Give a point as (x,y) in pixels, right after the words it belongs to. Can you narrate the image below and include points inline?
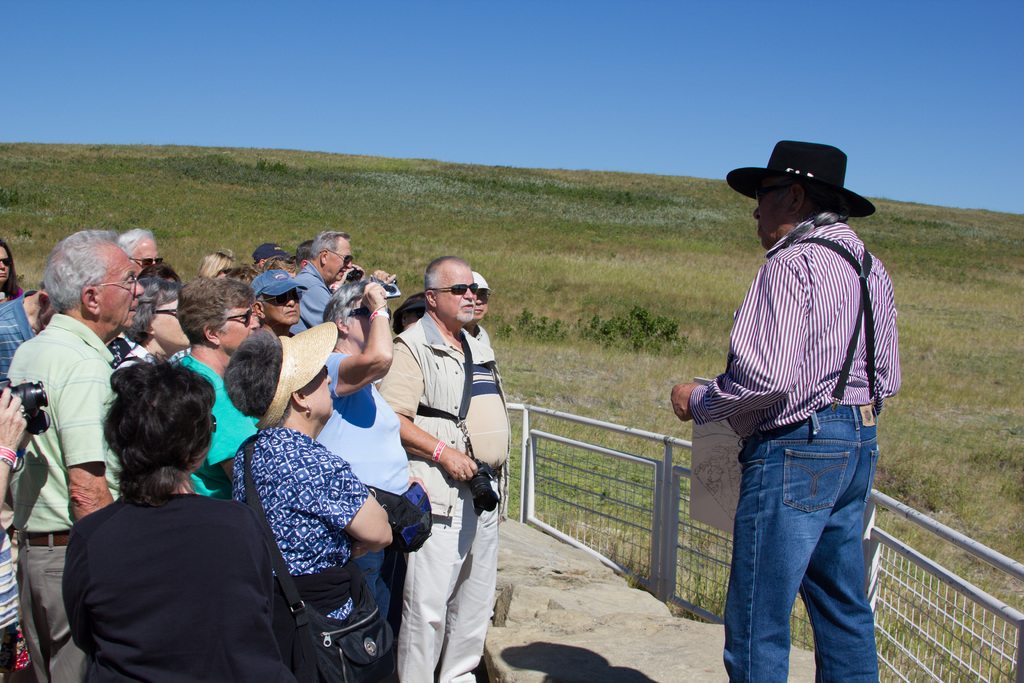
In this image group of people (158,472) were standing and at the right side of the image (913,585) metal fencing (589,481) was done. At the background (577,244) there's grass (554,237) on the surface (620,310) and at the top of the image (610,85) there is sky (339,92).
